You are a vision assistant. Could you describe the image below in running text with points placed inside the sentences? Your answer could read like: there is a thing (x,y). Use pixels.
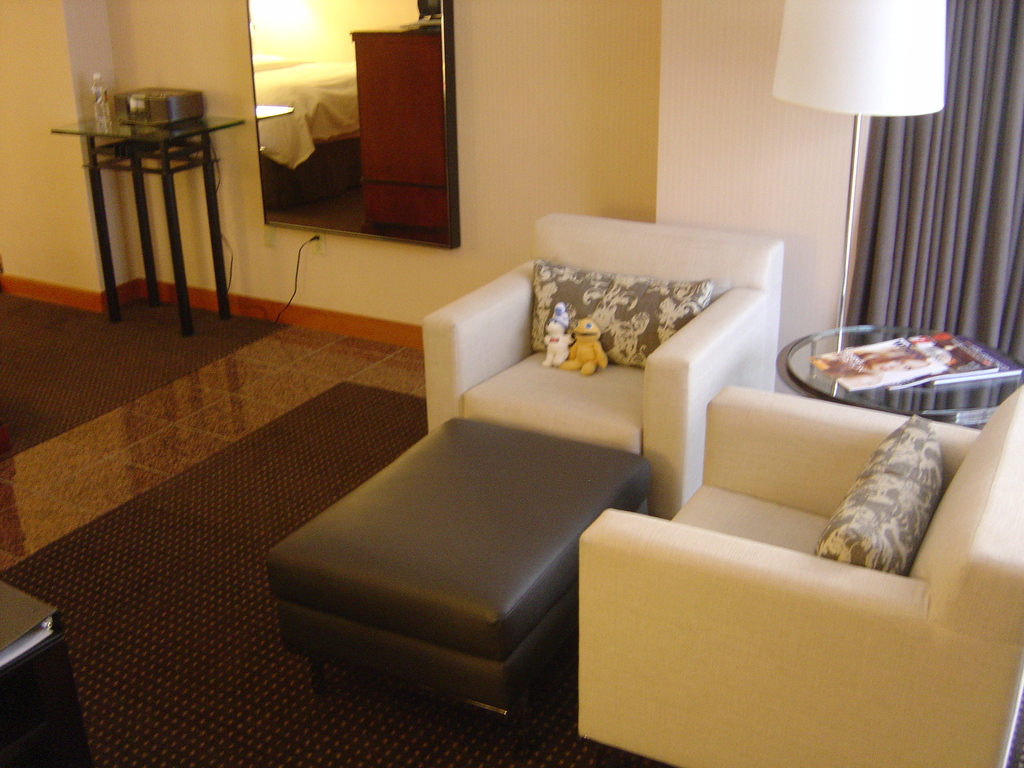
On the background of the picture (644,98) we can see a wall (741,121), curtains (894,180) and lamp (920,5). Here on the table (921,388) we can see magazines (858,385). These are chairs (776,406) with cushions (614,356) and dolls (573,358). This is a floor (197,438) and a carpet (197,527). Here on the table (220,307) we can see a water bottle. This is a mirror (372,204).
